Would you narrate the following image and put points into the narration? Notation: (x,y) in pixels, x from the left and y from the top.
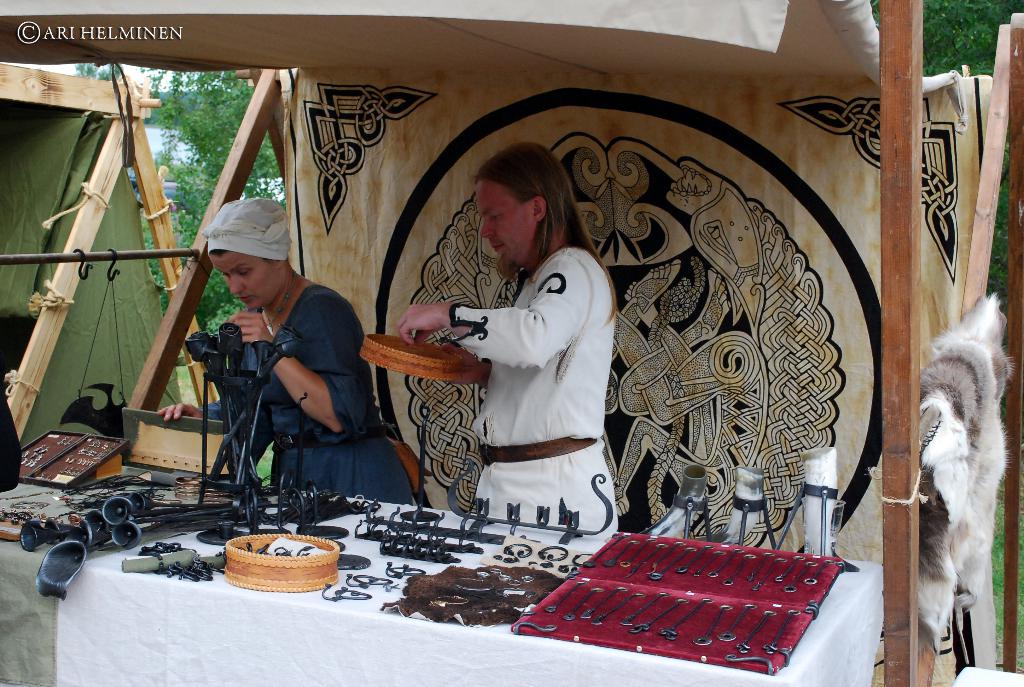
In this image we can see two persons (481,311) inside a tent (499,288), in front of the persons (479,484) there is a table (176,599), on top of the table (127,554) there are few metal artifacts (345,510), in the background of the tent (643,322) there are trees (980,29).
